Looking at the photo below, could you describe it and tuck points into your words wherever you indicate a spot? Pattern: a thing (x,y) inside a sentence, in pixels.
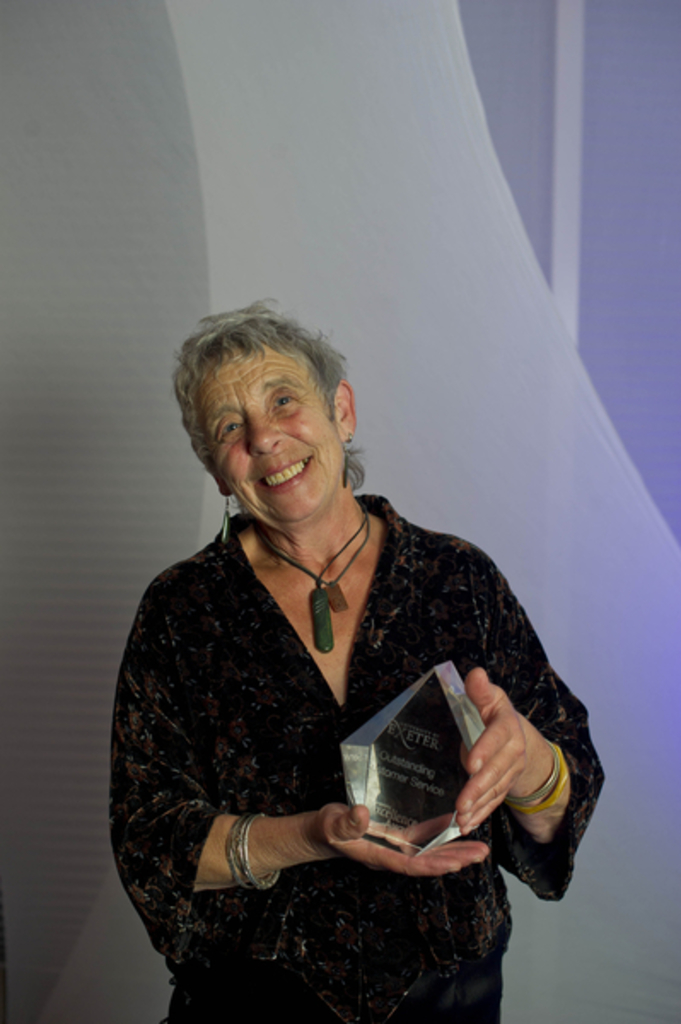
In this picture there is a woman (280,1023) standing and holding the object (432,762) and there is a text (411,782) on the object (414,809). At the back (542,223) there is a board (608,952).
